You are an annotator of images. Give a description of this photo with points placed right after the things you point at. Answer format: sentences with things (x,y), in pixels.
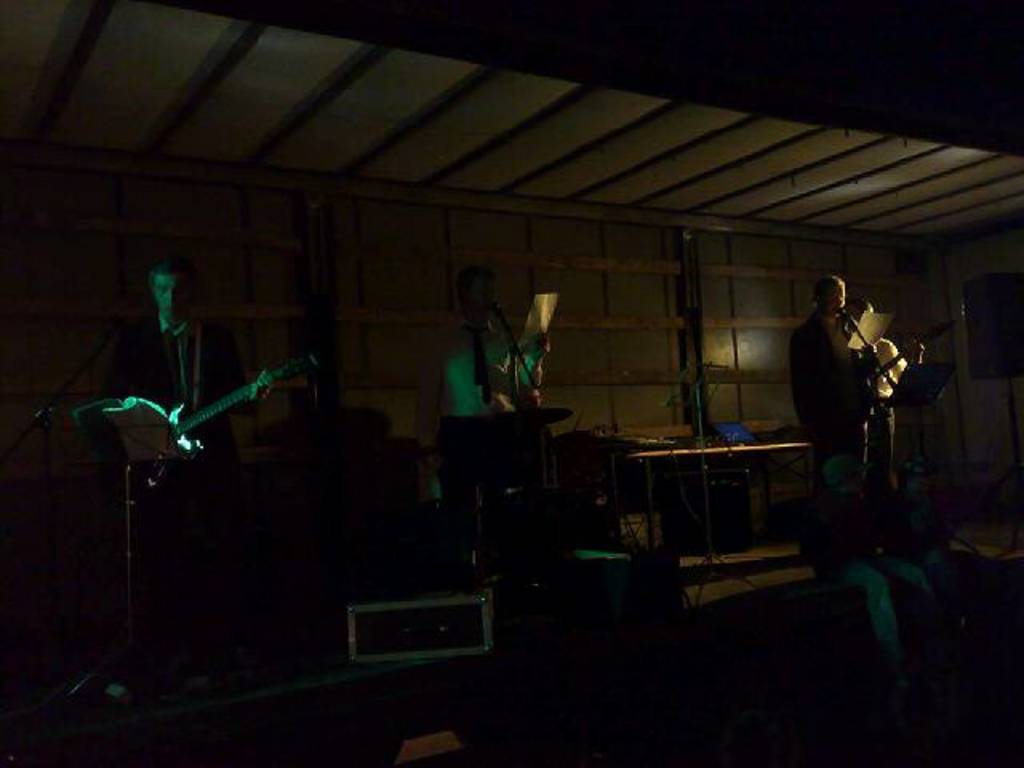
In this image I can see few people (134,325) are standing. I can see few of them are holding musical instruments (875,375) and rest are holding papers (868,328). Here I can see a mic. This image is completely in dark.
